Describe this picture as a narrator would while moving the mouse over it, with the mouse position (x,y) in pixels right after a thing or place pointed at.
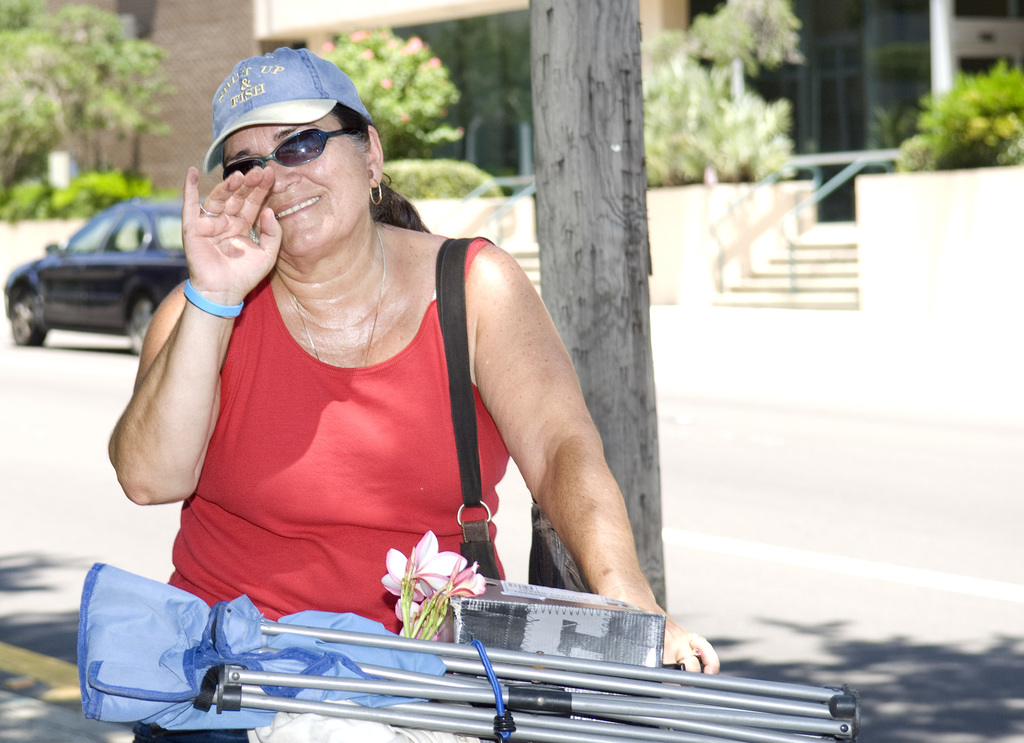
In the foreground of the picture (483,553) there is a woman (366,368) and there are flowers (424,614), stand (386,670) and other objects (488,633), behind her there is a pole (578,338). The background (93,131) is blurred. In the background (139,80) there are trees (88,87), plants (71,181), a car (117,256), road (52,400), staircase (782,277) and a building (509,57).
